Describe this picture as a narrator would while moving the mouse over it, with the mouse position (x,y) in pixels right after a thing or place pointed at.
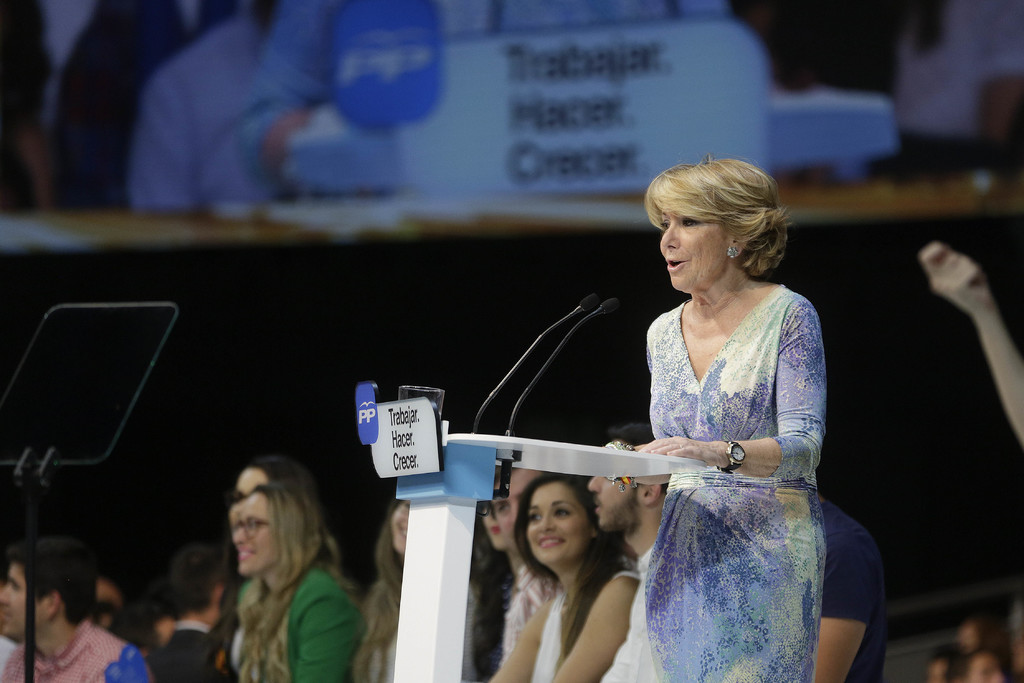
In this image there are people (853,536) sitting on chairs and a woman (695,447) standing near a podium (454,509), in the background (133,64) there is a screen (946,154).
